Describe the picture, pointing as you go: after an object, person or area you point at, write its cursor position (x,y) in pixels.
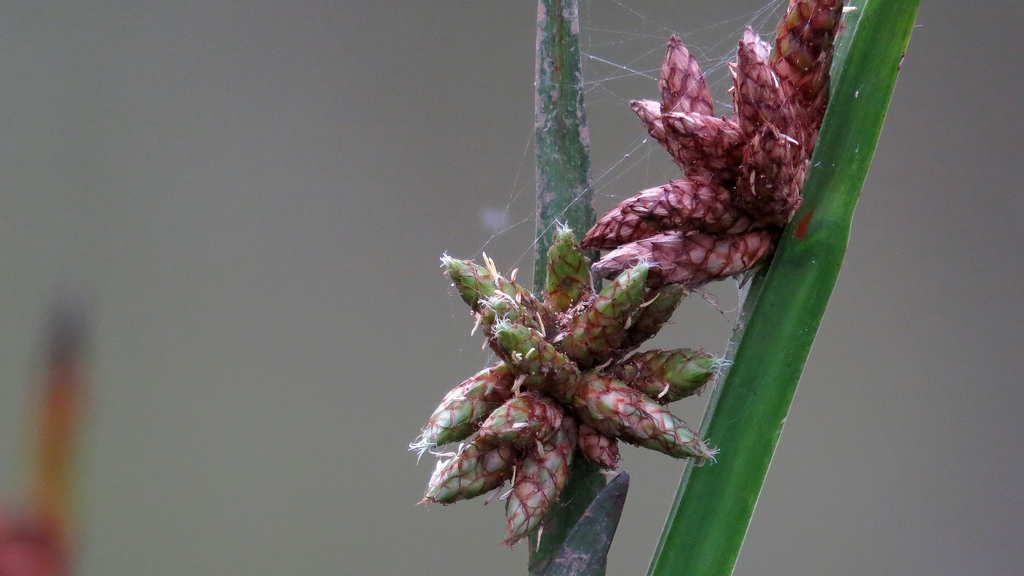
In the image there are two flowers (716,277) to a plant (661,309) and the background (357,169) is blurry.
